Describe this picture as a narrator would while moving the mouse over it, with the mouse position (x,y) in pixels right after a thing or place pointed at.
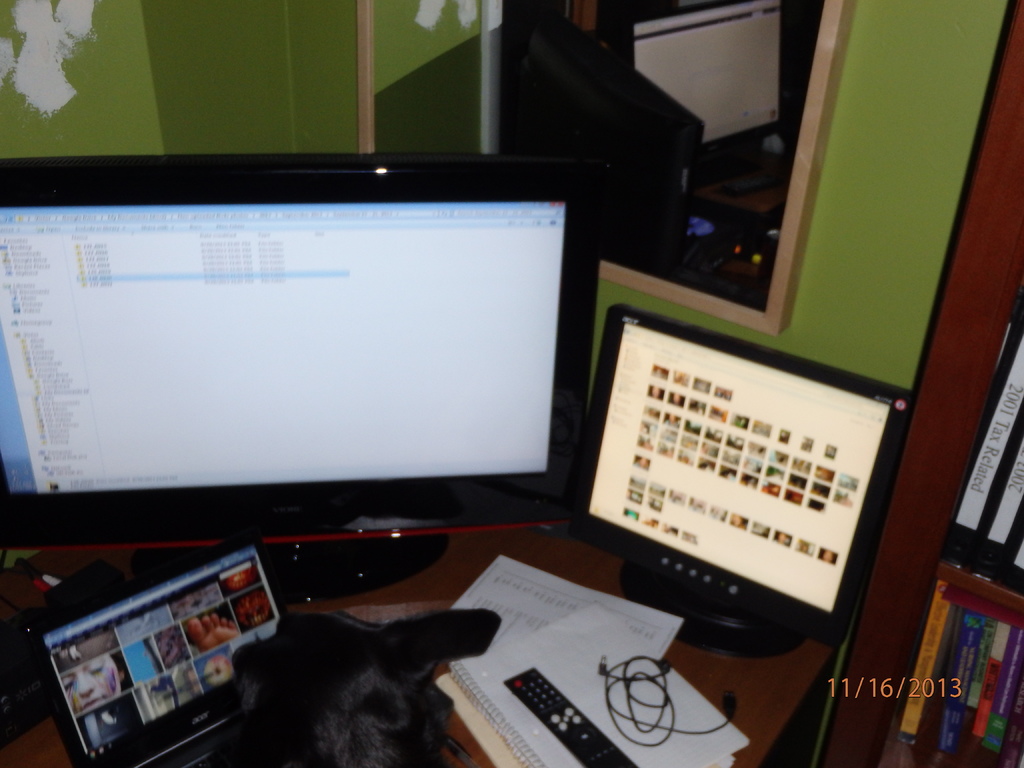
In this image we can see few monitors (467,449) on the table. There is a laptop (156,623) and few other objects (590,696) placed on the table (770,720). There is an animal (395,696) at the bottom of the image (386,722). We can see the reflection (670,114) of a monitor (703,145) and a screen (724,106) on the glass (703,149). There are few books (1005,689) and files (1000,527) placed on the shelves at the right side of the image (988,538).
